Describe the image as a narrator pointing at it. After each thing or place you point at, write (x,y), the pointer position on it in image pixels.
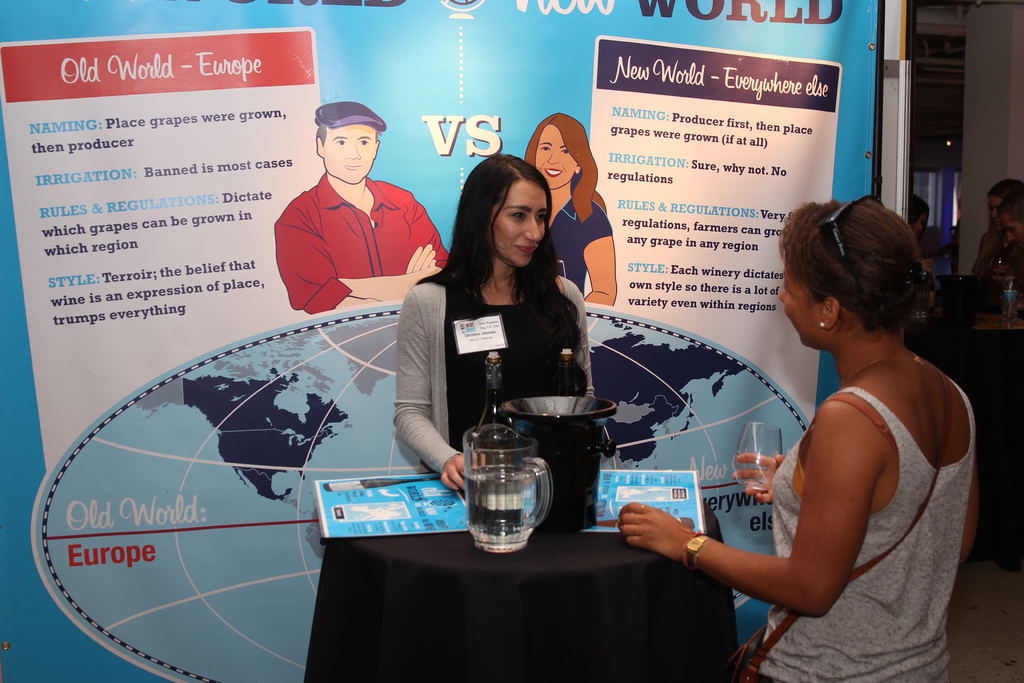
In the image we can see there are women (541,264) standing and there is a woman (770,495) holding glass (747,484) in her hand (778,456). There is a water jar (494,514) and other objects (603,502) kept on the table (488,639). Behind there is a banner (381,202).
